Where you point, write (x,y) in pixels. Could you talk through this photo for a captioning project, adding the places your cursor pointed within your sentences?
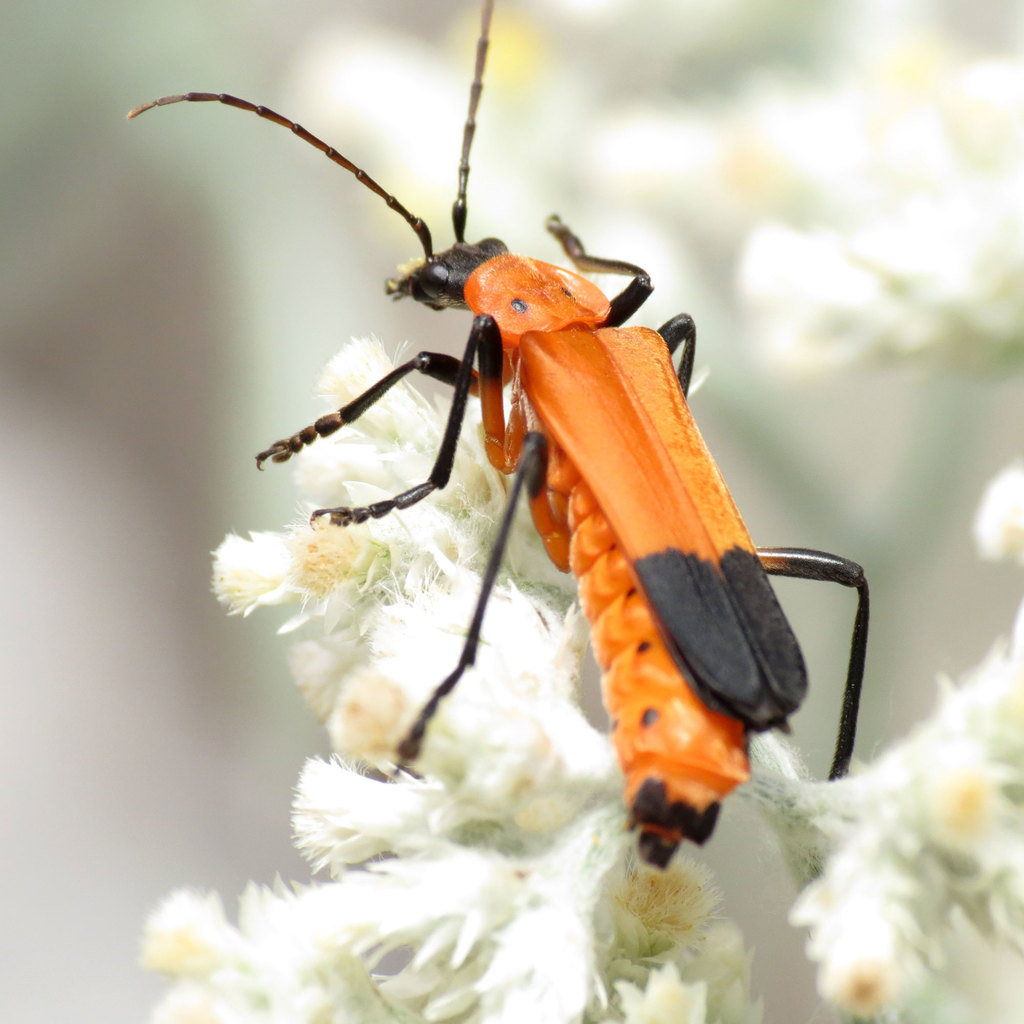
In this image there is an orange colour insect (610,594) on the white flower (485,793).
